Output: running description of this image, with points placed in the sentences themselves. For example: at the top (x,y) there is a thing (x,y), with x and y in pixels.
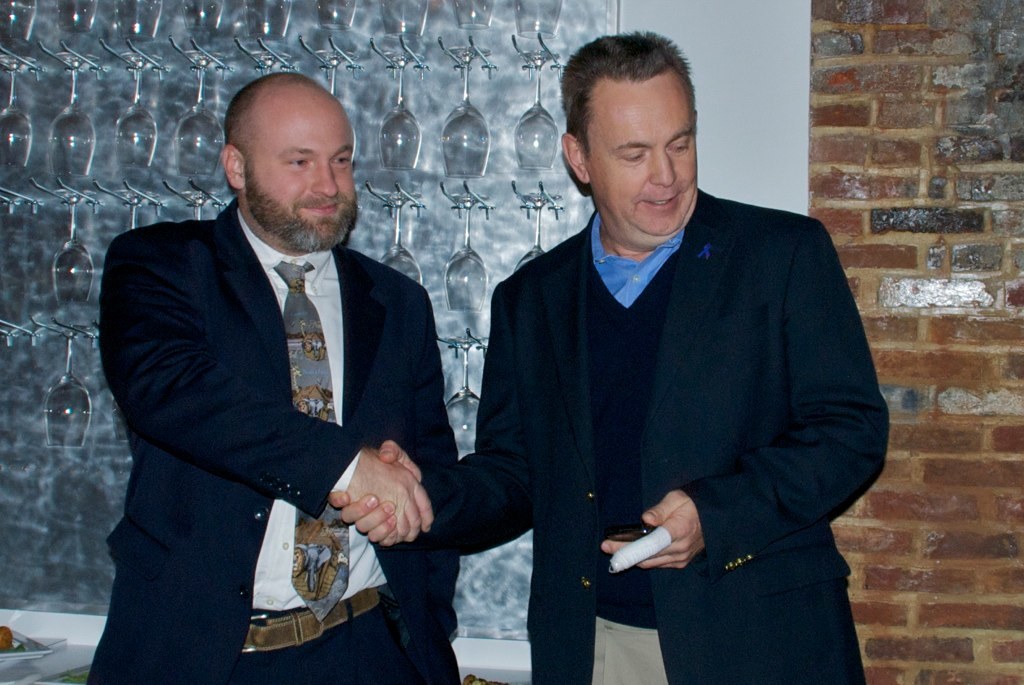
In the foreground of this picture (284,387), there are two men (563,392) in suit (575,472) shaking their hands (400,499). In the background (503,113), we can see glasses (411,31), and the wall (811,127).
